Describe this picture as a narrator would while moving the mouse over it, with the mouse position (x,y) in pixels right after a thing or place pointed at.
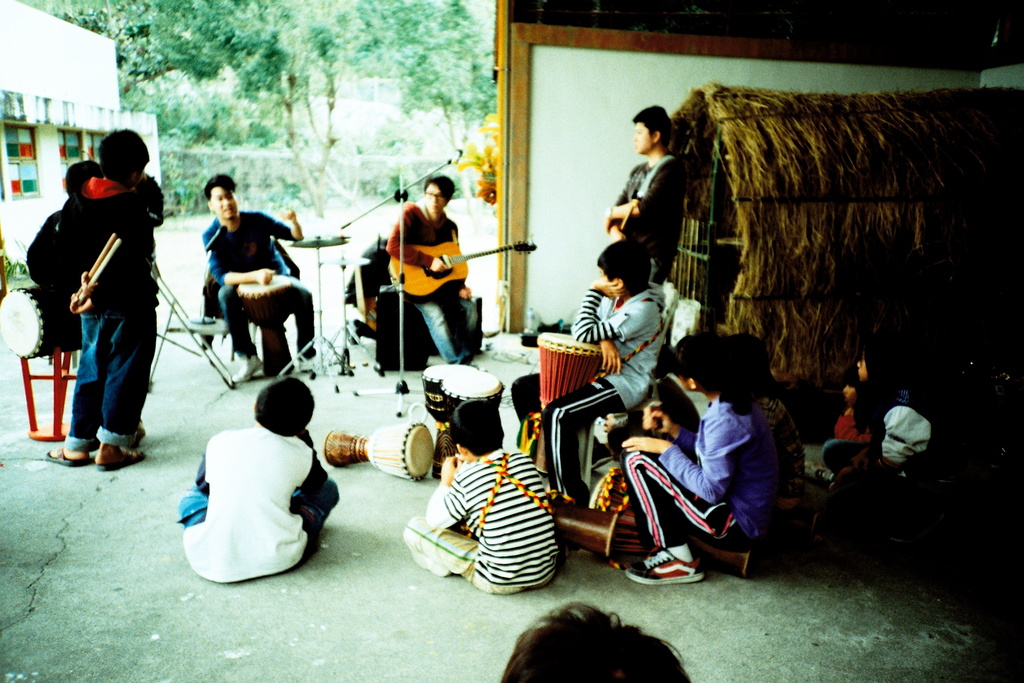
In the center of the image (634,255) there are people (254,364) playing musical instruments (441,247). In the background of the image (201,52) there are trees (342,14). There is a house (97,132). To the right side of the image (726,114) there is a hut (725,317).
